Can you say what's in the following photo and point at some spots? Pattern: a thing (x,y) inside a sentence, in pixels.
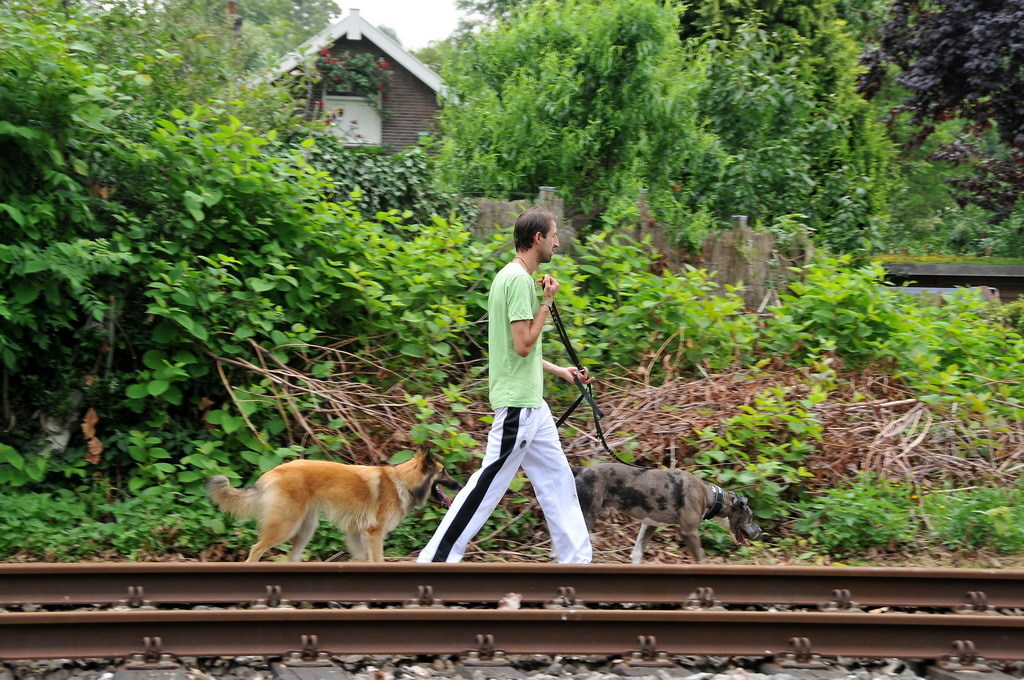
A man (513,273) is taking his two dogs (669,498) on a walk. Of them, one is grey color and the other is in reddish brown. The man (508,332) is walking beside a railway track (378,587). There are some plants (164,290), trees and a building (377,140) in the background (606,181).
